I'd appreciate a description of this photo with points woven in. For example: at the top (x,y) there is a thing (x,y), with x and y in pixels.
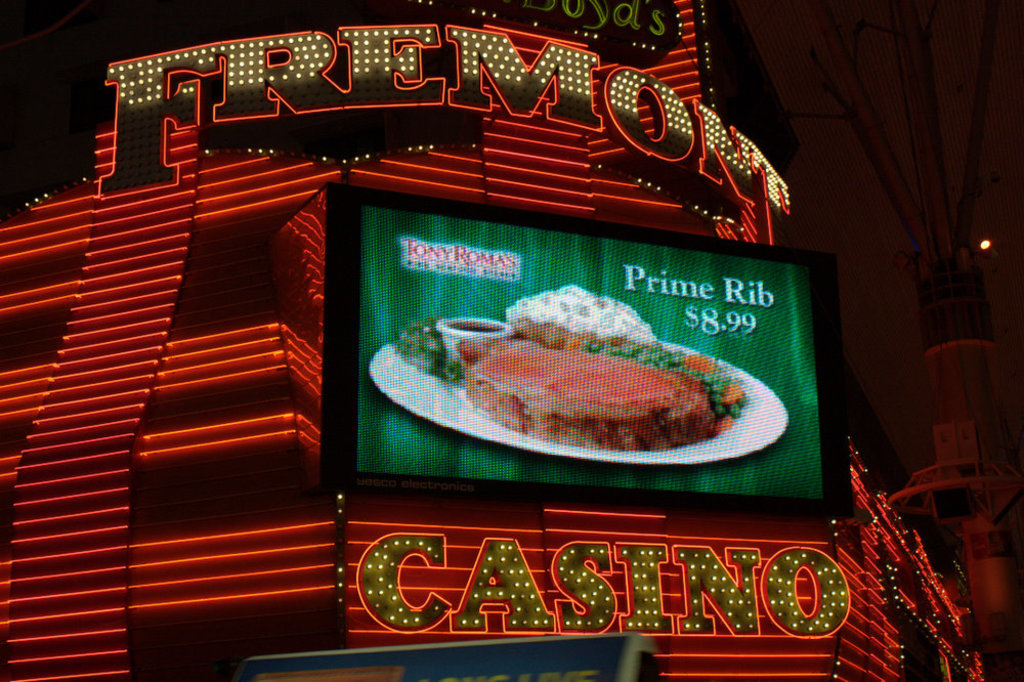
In this image there is a building (865,551) having a screen (571,261) attached to the wall (672,576). On screen (473,456) there is a plate (511,426) having food (534,366) and bowl (470,336) on it. Right side (1010,566) there is a tower (951,248). Behind there is sky (833,238).
